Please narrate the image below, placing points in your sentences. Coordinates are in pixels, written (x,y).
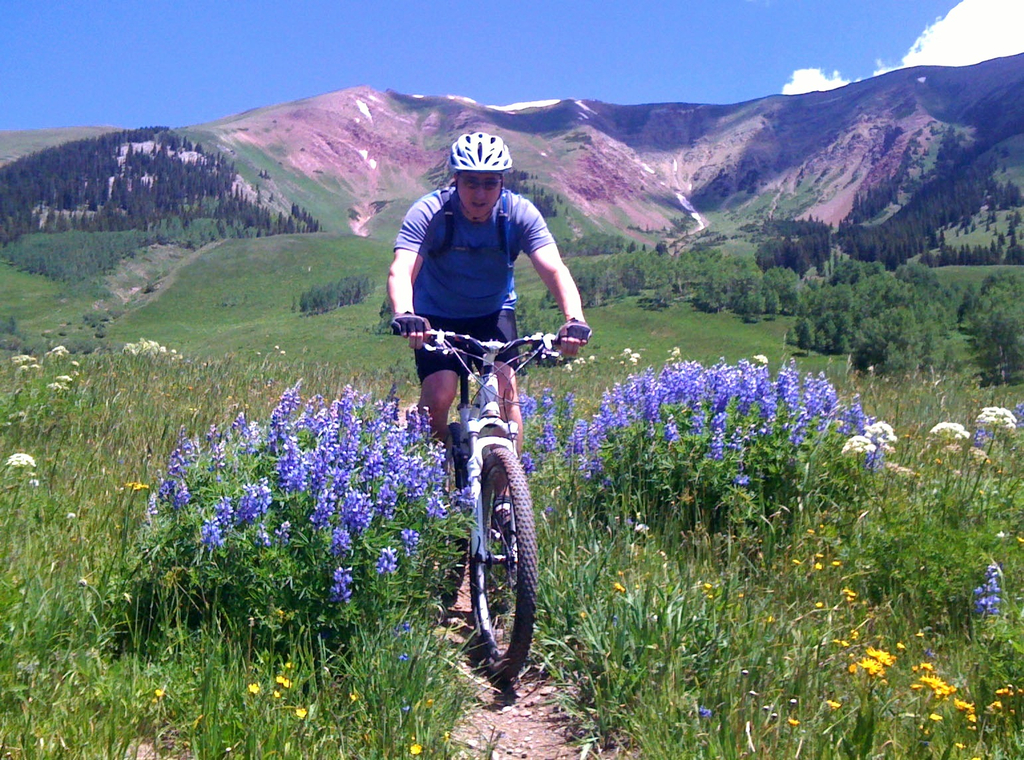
In the center of the image (517,415) there is a person (508,396) on the cycle (511,454). On the right (781,417) and left side of the image (212,487) we can see flowers (127,486), grass (571,536) and plants (571,536). In the background (70,169) we can see trees (52,227), grass (250,263), hills (317,232), sky (560,56) and clouds (916,47).
